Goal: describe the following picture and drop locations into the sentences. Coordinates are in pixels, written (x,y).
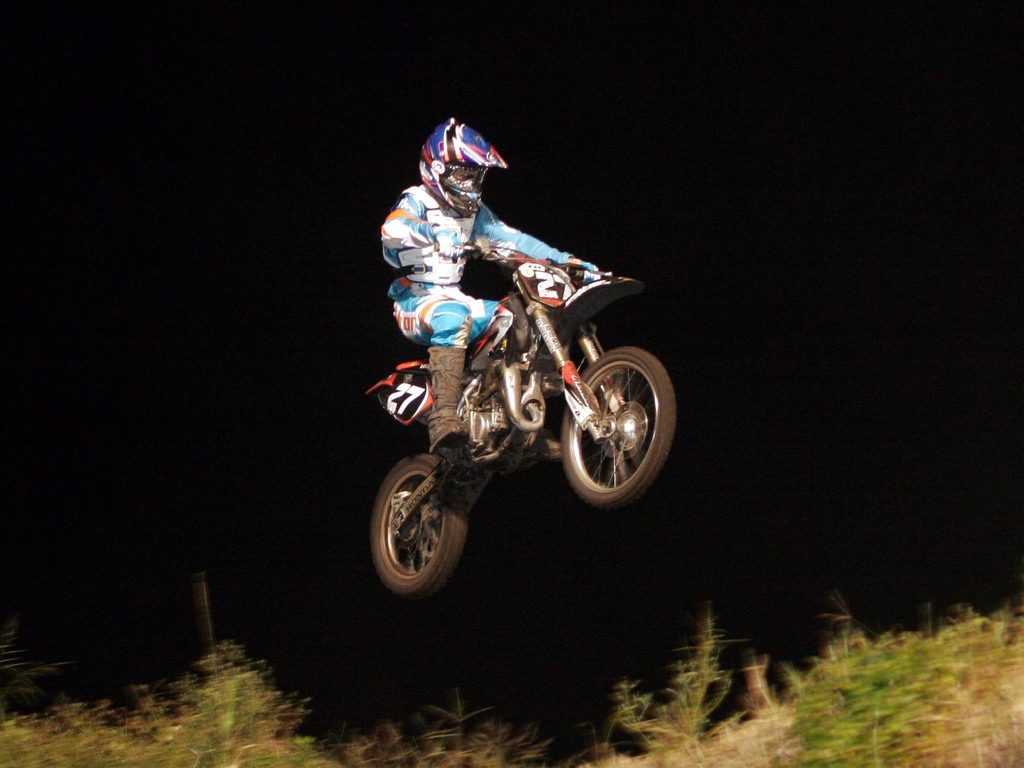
In this image we can see a person (441,449) riding a bike (523,417) in the air (549,471). Behind the person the background (513,589) is dark. At the bottom (235,762) we can see a group of plants (234,731).
